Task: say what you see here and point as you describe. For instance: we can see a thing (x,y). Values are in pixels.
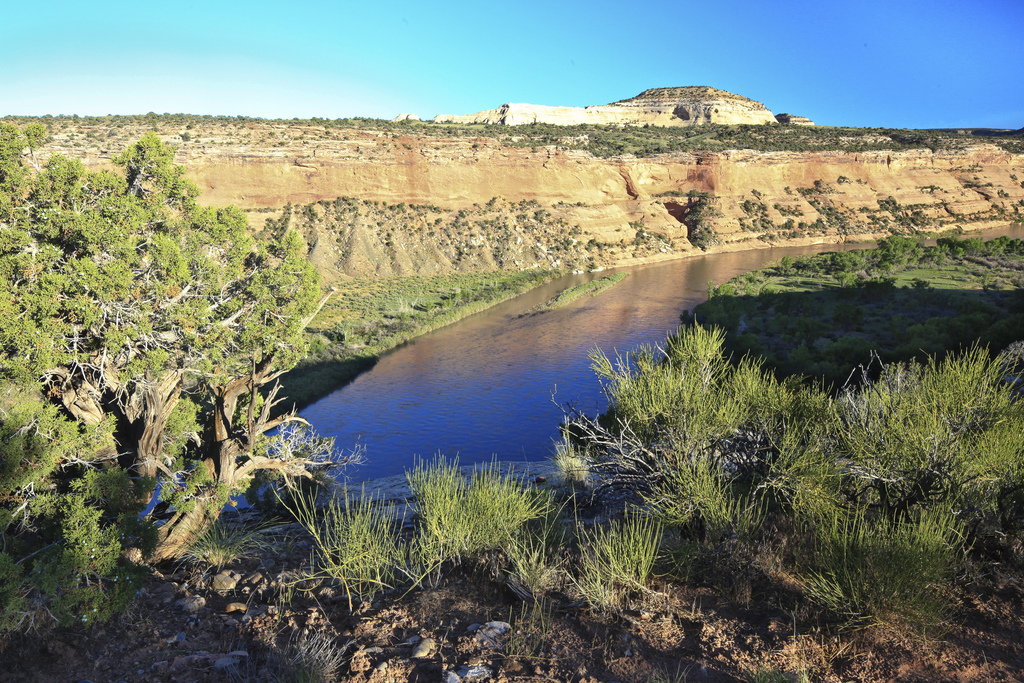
In this image we can see trees (161,186), water (645,342), hills (675,171) and the blue sky (836,67) in the background (857,64).
